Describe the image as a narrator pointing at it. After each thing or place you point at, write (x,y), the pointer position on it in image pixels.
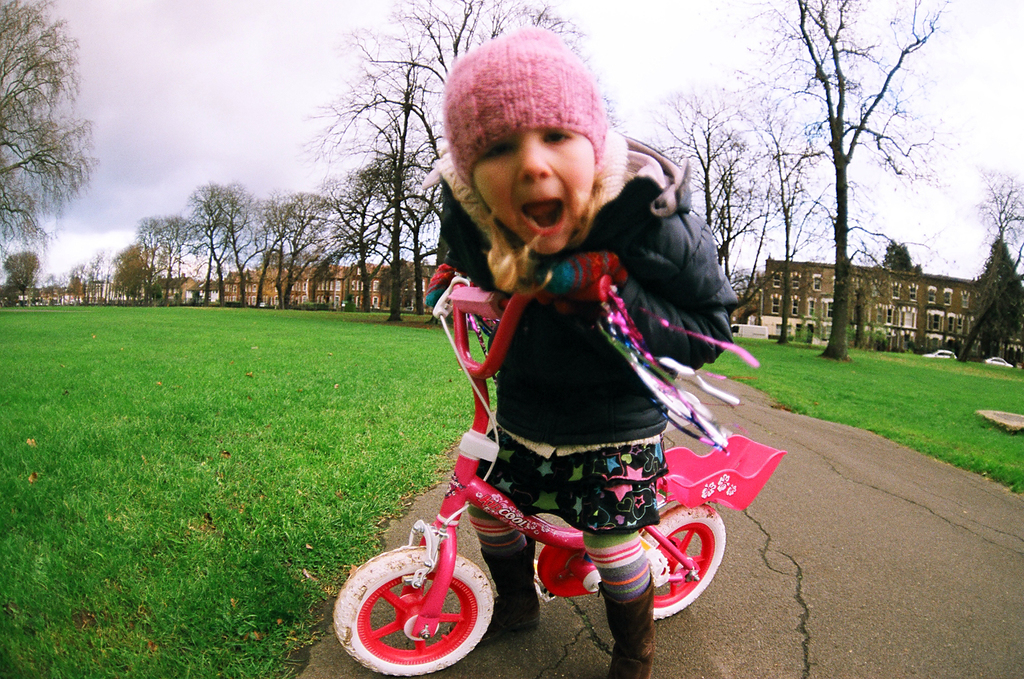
A kid (510,380) is holding bicycle (512,323) behind her there are trees (1005,281), buildings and sky (225,155).
